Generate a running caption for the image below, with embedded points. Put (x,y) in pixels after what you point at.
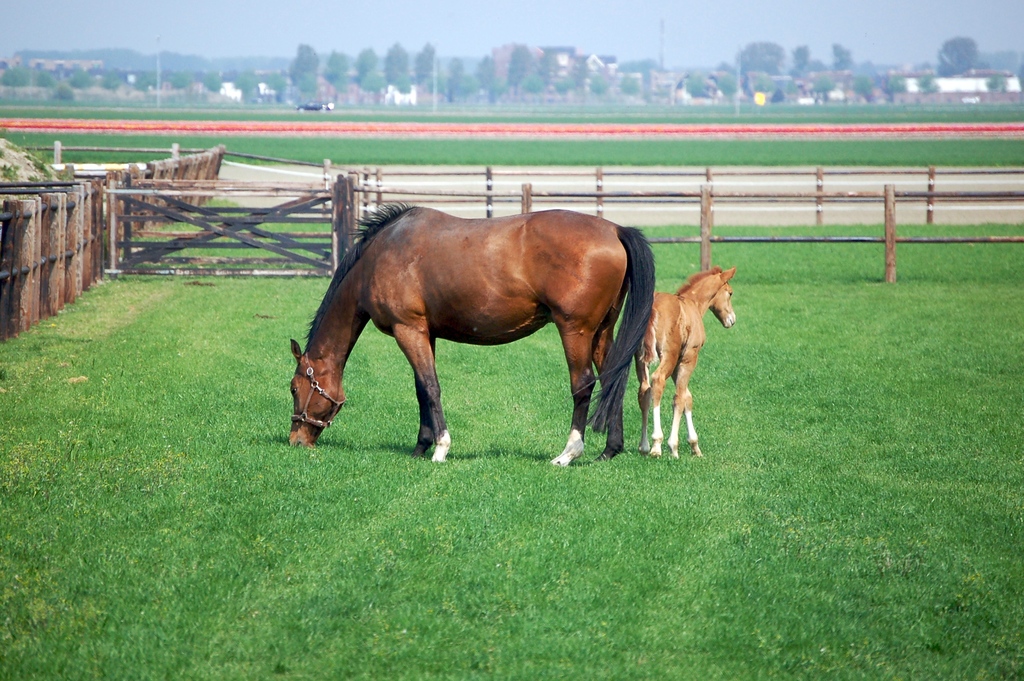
In this image there is a horse (608,287) and a baby horse (703,308) on the grass surface (476,381) inside a wooden fence (291,247), on the other side of the fence (326,221) there is grass (434,154), trees (123,68) and buildings (568,76).
